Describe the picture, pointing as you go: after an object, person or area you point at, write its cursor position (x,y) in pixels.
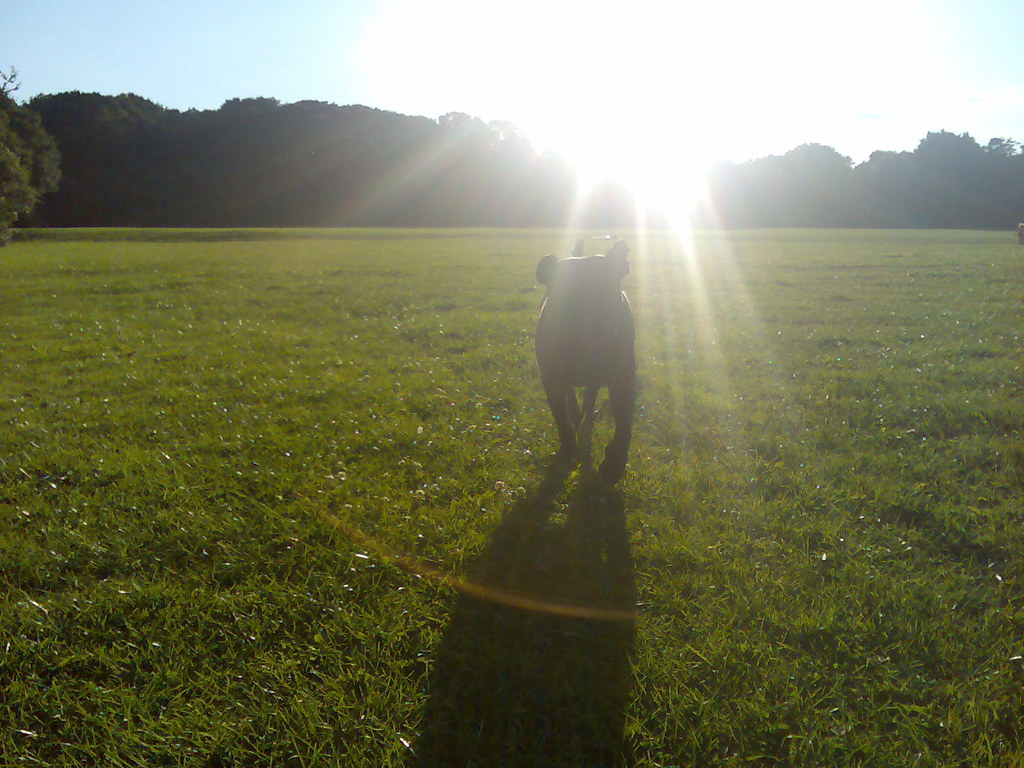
In the middle of the image (563,367) we can see a dog (566,392) is walking on the grass (449,481), in the background (200,140) we can find few trees (344,167).
